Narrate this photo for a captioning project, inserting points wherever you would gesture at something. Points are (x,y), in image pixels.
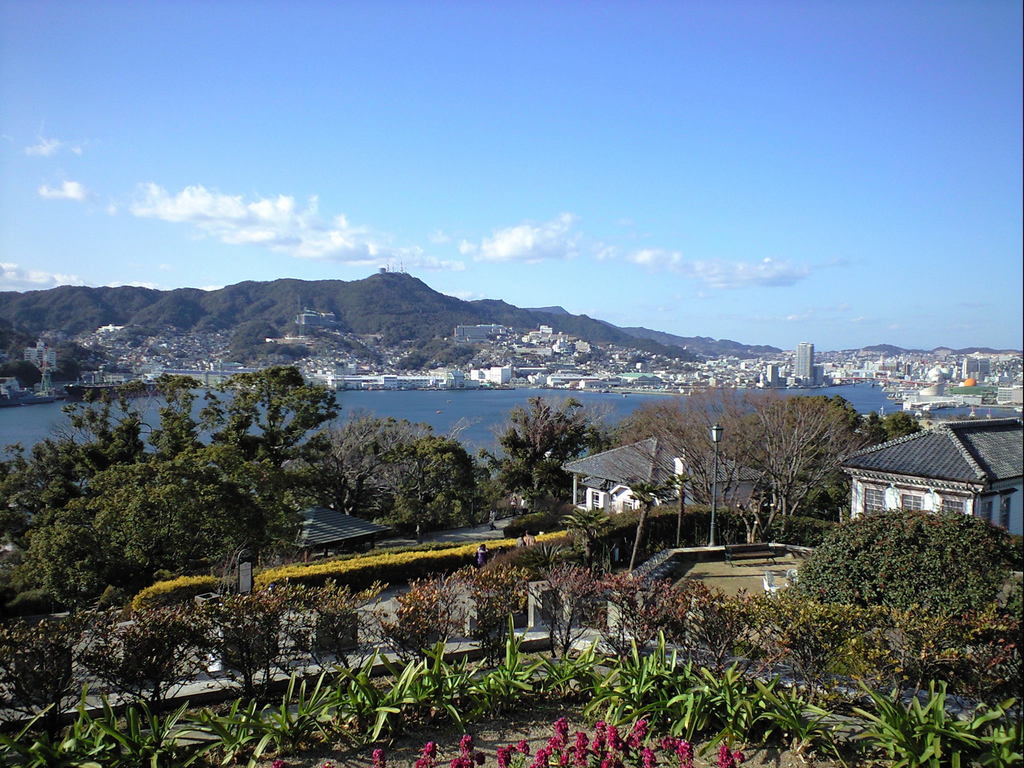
In the center of the image (450,443) there are trees (585,435) and we can see sheds (1001,504). At the bottom (668,712) there are plants (302,699). In the background (470,417) there is water (453,422), buildings (639,372), hills (316,345) and sky (536,171). We can see people (482,556).
